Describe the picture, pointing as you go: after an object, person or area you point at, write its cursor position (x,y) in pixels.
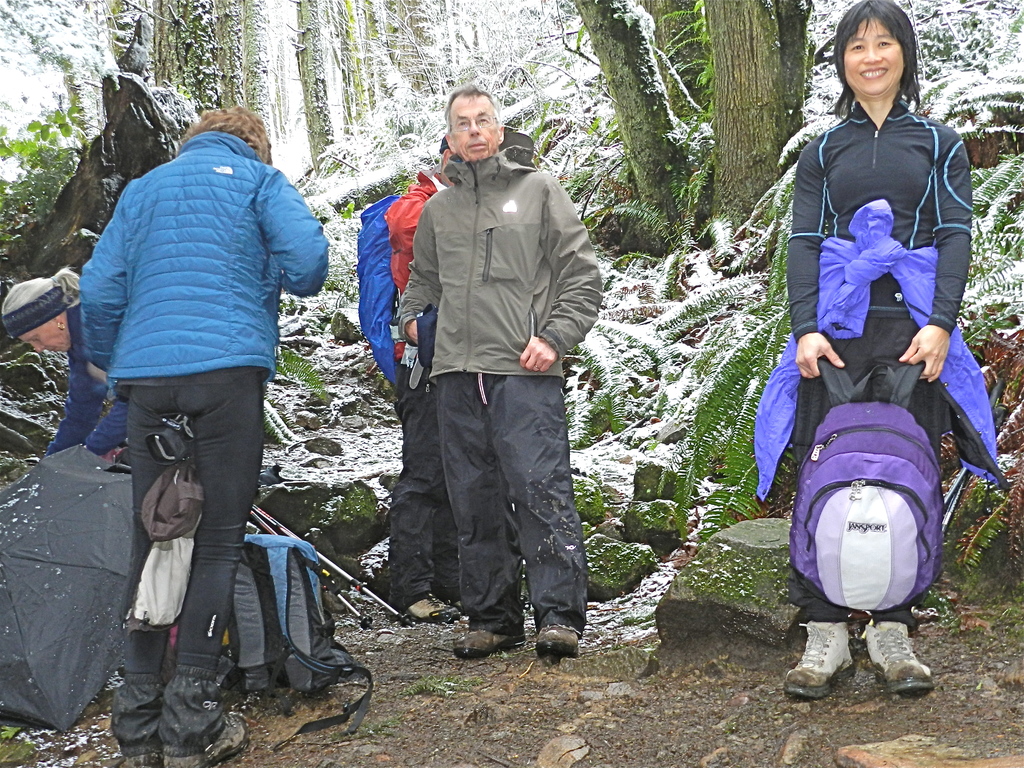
On the right (802,221) we can see one woman (921,233) is standing and she is smiling and holding backpack (858,496). On the left (211,292) we can see two persons (193,348), one is standing and one is bending. There is also back pack (275,626) and umbrella (90,536) on the ground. In the center (437,363) we can see two persons (469,220) were standing and wearing jacket (458,251). In the background (365,36) there is a hill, trees (730,79), plants (558,43) and grass (585,114).
